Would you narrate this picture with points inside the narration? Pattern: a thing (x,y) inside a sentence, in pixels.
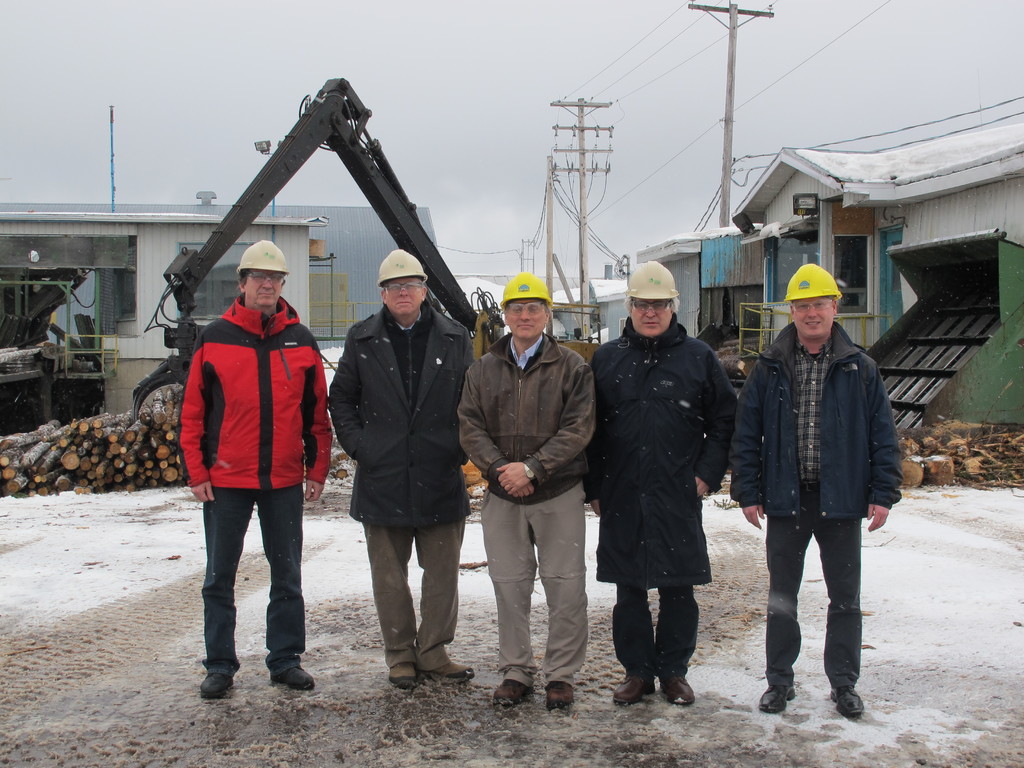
In this image we can group of people (780,469) wearing helmets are standing on the ground (745,721). In the center of the image (500,304) we can see a vehicle (453,301) and some wood logs (174,470). In the background (80,403), we can see a group of buildings (361,268) with windows (835,254), light (799,210), railing (765,328), group of poles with cables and the sky (396,48).
